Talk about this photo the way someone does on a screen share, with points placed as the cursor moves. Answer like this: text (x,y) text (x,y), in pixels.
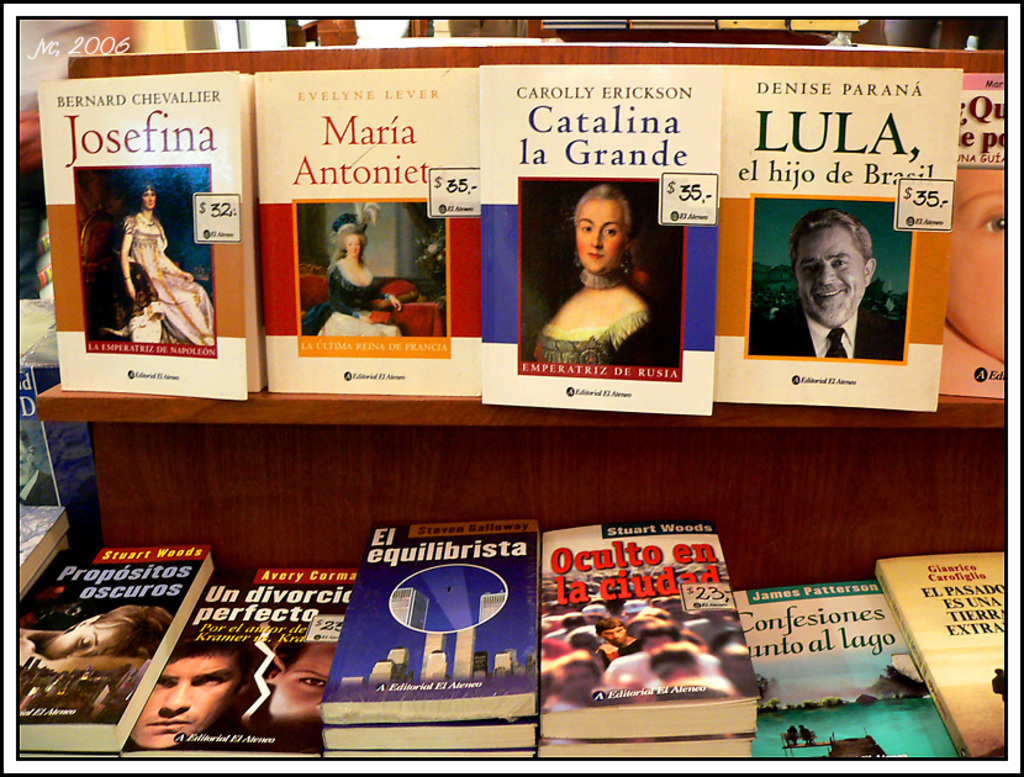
In this picture we can see a group of books (219,718) where some are on a rack (999,403) and on these books (802,719) we can see some people (74,627), buildings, water (819,715).
